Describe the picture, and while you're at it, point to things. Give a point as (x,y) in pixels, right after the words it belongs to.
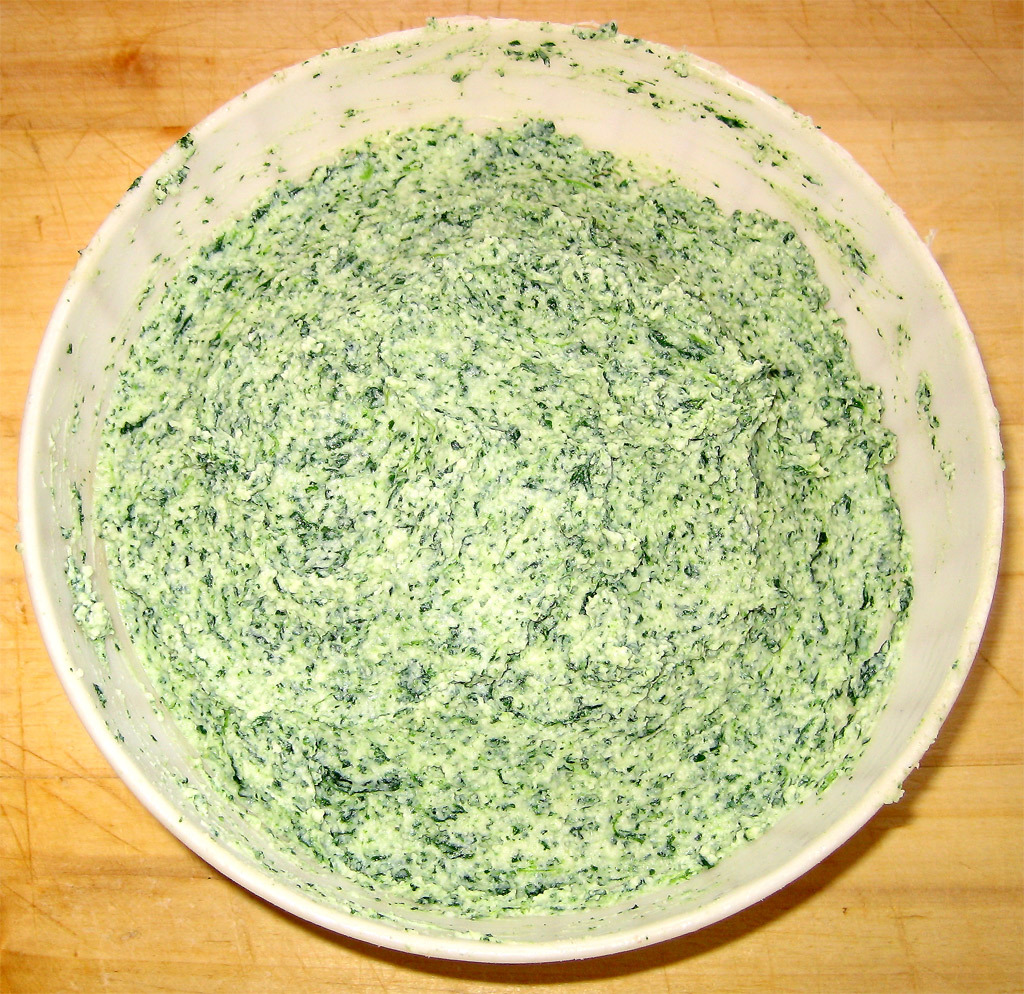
In this image I can see the food (600,448) in the bowl (924,503) and the food (408,531) is in green color and the bowl (954,519) is on the brown color surface (890,927).
